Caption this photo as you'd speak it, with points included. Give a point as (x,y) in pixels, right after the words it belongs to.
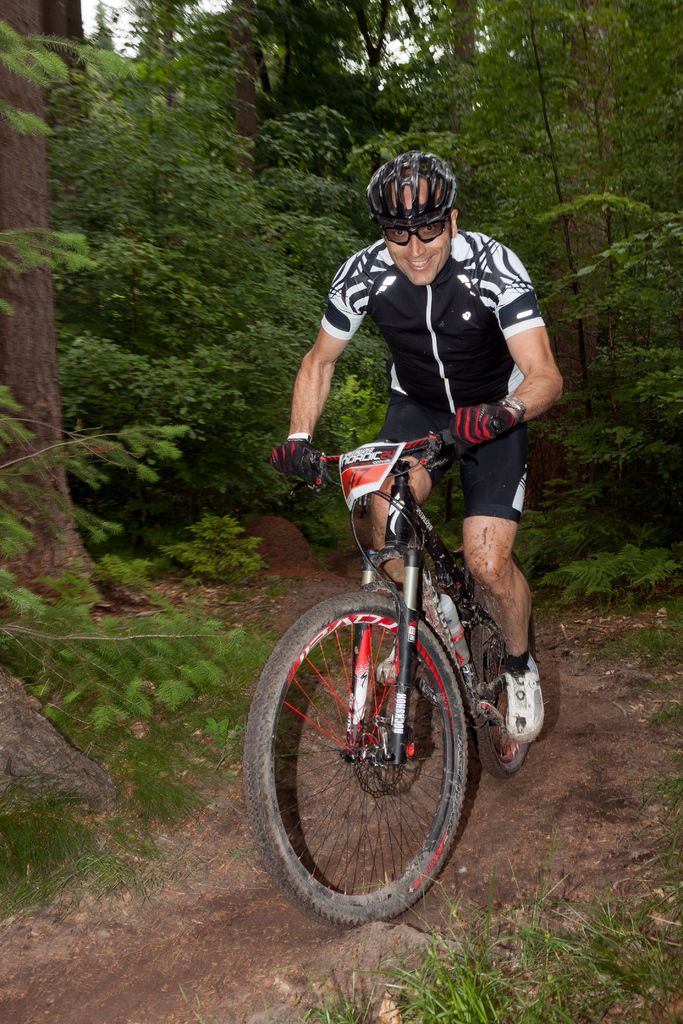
In this picture we can see a man (426,433) wore a helmet (435,217), goggles (437,221), gloves (460,422), shoes (528,685), riding a bicycle (387,725) on the ground (168,963) and in the background (328,194) we can see trees (112,317).
